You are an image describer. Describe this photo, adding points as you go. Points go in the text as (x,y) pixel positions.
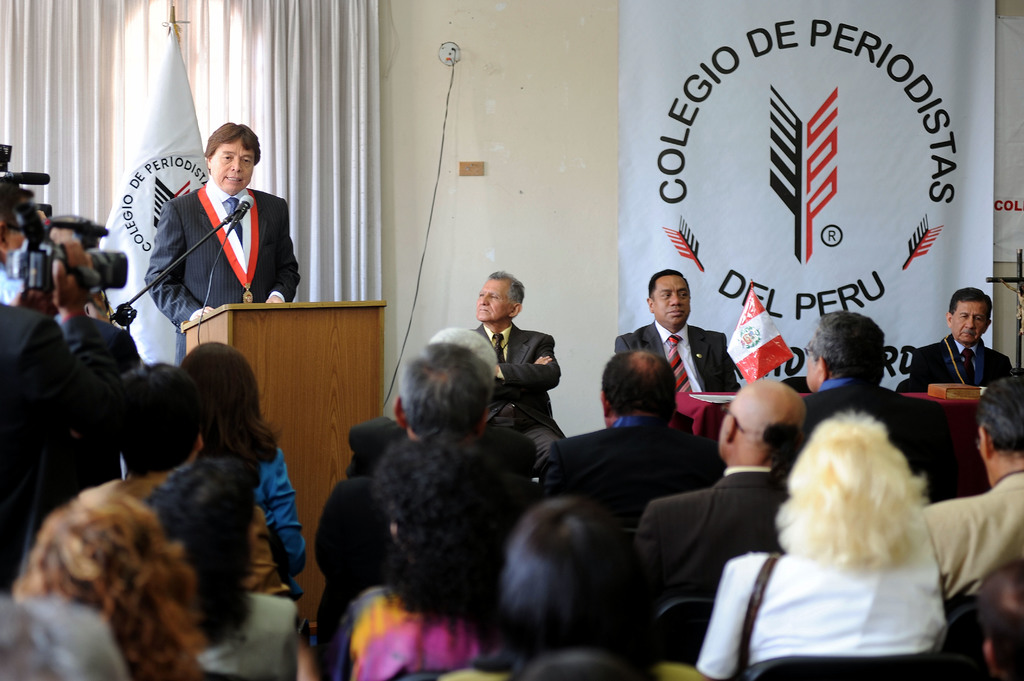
In this image at the left side (157,265) a person (194,275) is standing in front of the dais (295,355) and he was talking on mike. At the back side (197,177) there is a flag (180,104) and at the background (247,74) there are curtains (280,125). At the center (669,239) there is a banner (773,163) attached to the wall (559,197) and in front of the banner (740,293) people (691,354) were sitting on the chairs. In front of them there is table (962,402) and on top of the table (947,405) there is a book (942,393) and a flag (752,336). At front (47,459) there are few people (782,548) sitting on the chairs (674,602) and few people (68,387) standing by holding the camera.
